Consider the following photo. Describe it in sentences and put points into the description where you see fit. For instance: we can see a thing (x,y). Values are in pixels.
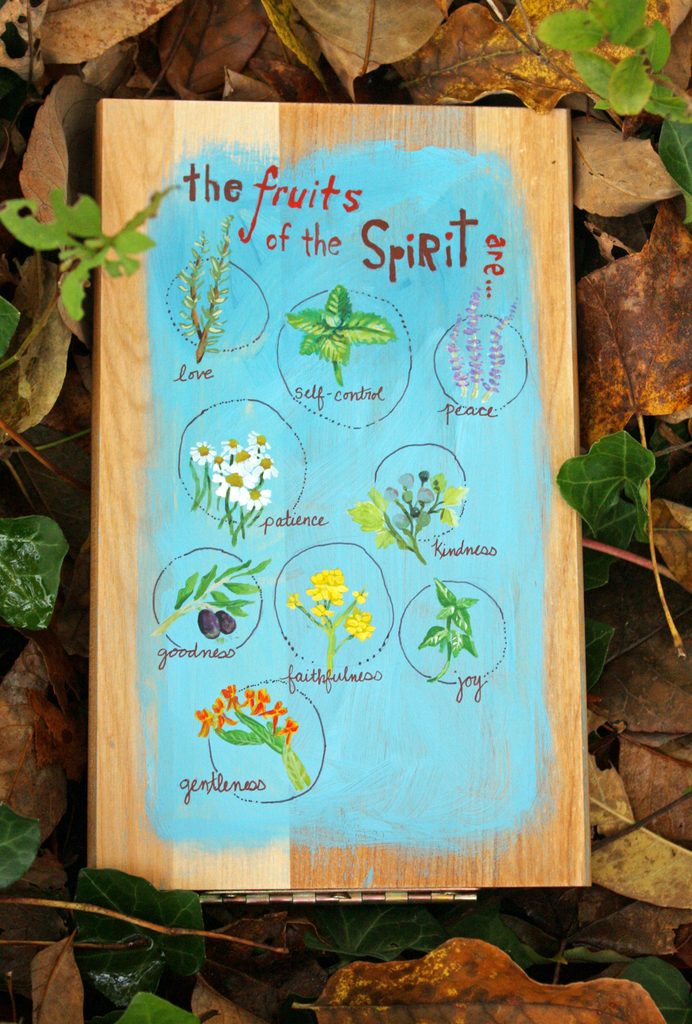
In this image there are leaves (628,487) and there is a board (388,541) with some text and painting (315,420) on it.
